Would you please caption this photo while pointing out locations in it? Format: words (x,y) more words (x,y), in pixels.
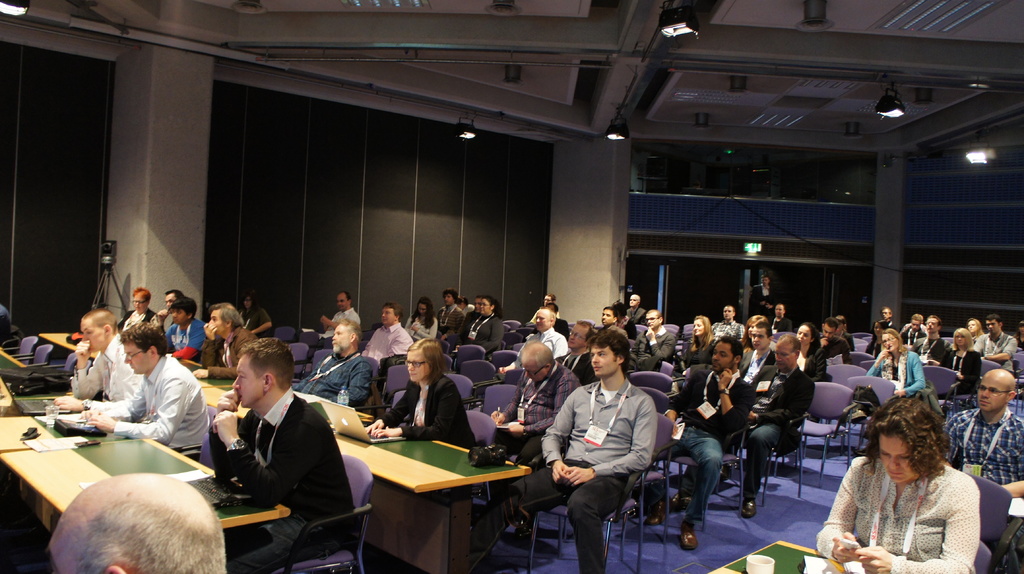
In this image there are group of people (431,392) sitting on the chairs (403,387), and on the tables (432,572) there are laptops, papers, cup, tissues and some objects (42,384), lights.
